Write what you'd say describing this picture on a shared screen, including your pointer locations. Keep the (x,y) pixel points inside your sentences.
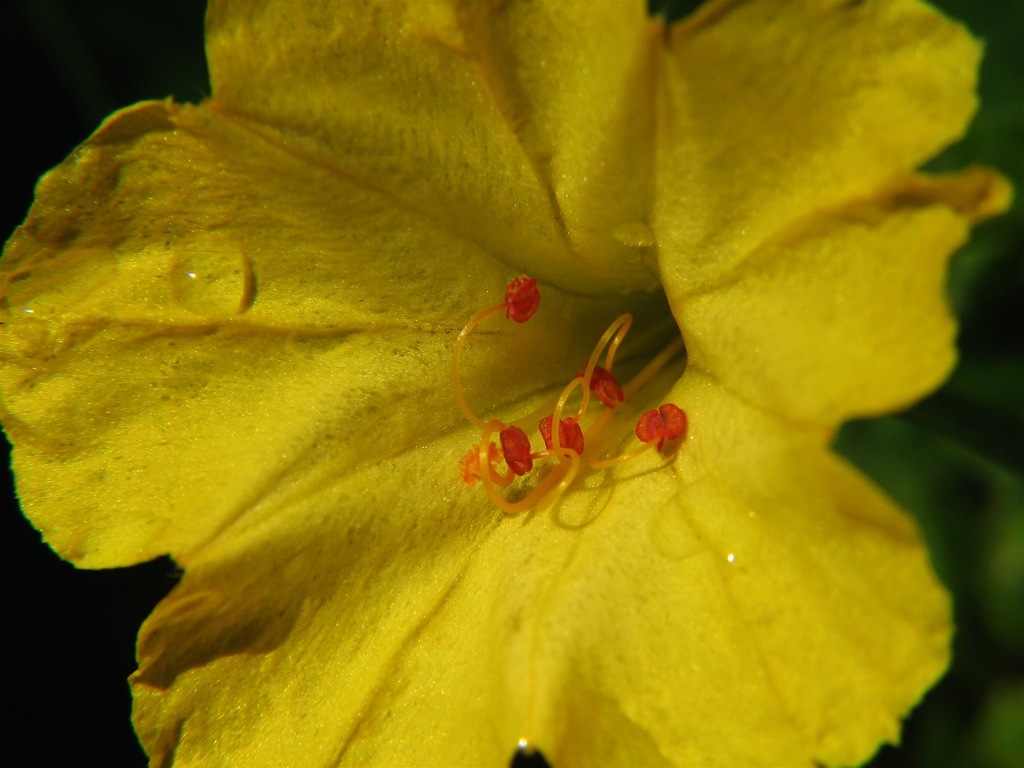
In the picture i can see a flower (437,522) which is yellow in colour and few water drops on the flower (484,376).
